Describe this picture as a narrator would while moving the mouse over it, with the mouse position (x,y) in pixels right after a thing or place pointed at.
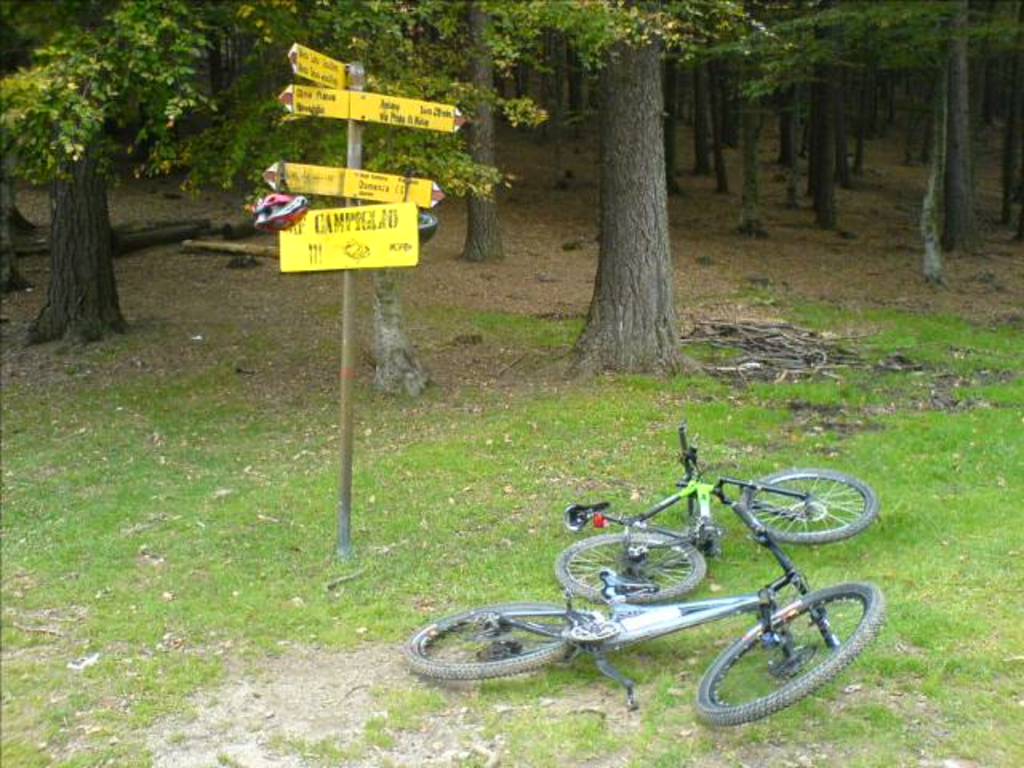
In this image, we can see bicycles (646,612) on the ground (707,640) and in the background (269,147), there are boards (345,229) and we can see trees (675,97) and twig (750,350) and there are logs (177,227).
